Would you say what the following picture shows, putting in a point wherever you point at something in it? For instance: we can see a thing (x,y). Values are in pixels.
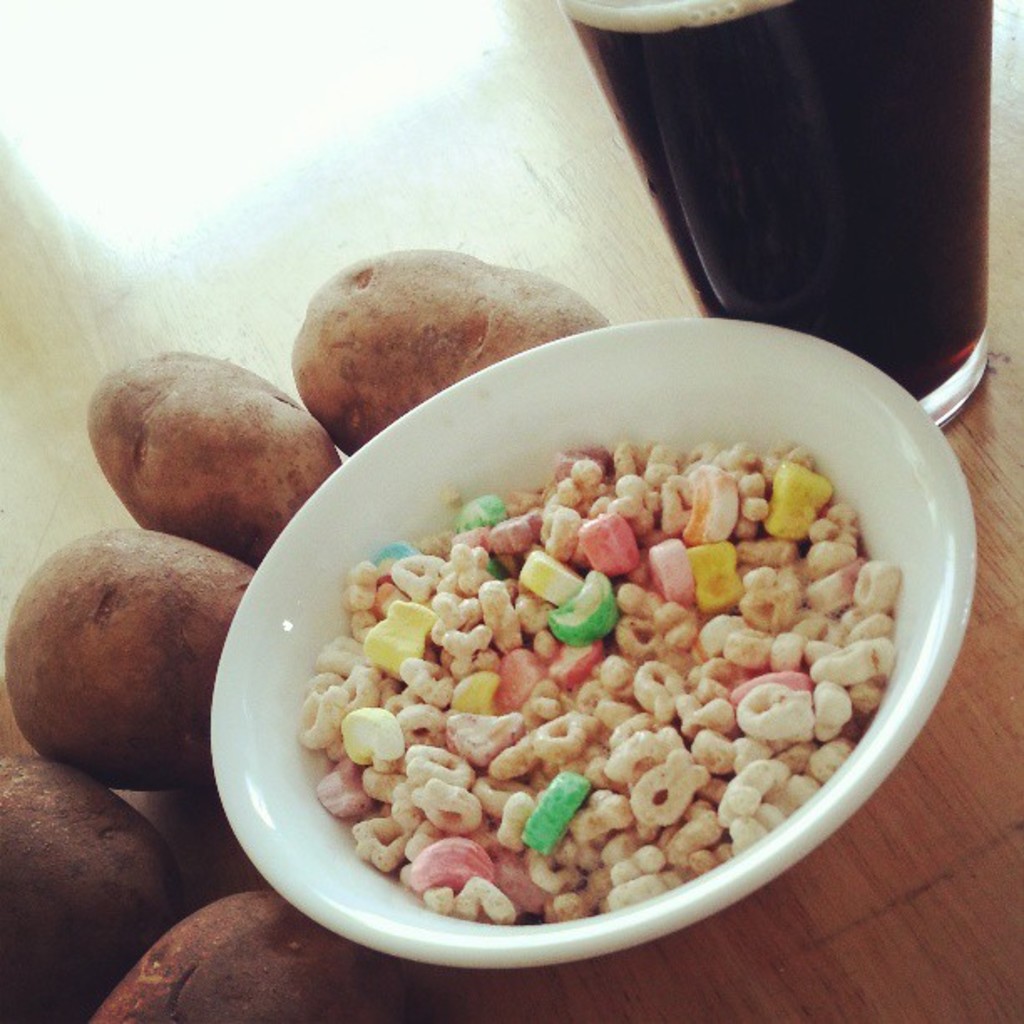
At the bottom of the image (811,907) there is a table (863,849) with a glass (772,113) of beer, a few potatoes (337,396) and a bowl (585,690) with cereal (575,690) on it.
